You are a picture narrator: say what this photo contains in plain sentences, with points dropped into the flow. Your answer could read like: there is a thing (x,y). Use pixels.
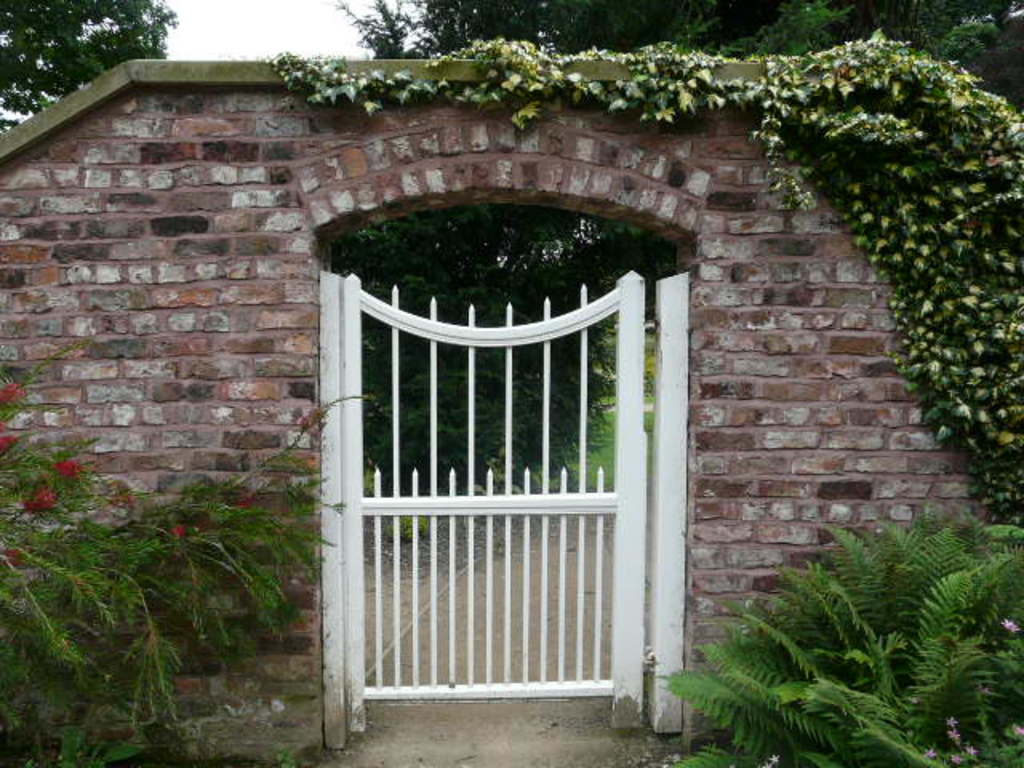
In this picture there is a white color gate (629,567) in the image and there is an arch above the gate (474,697) and there is greenery (570,282) around the image.
